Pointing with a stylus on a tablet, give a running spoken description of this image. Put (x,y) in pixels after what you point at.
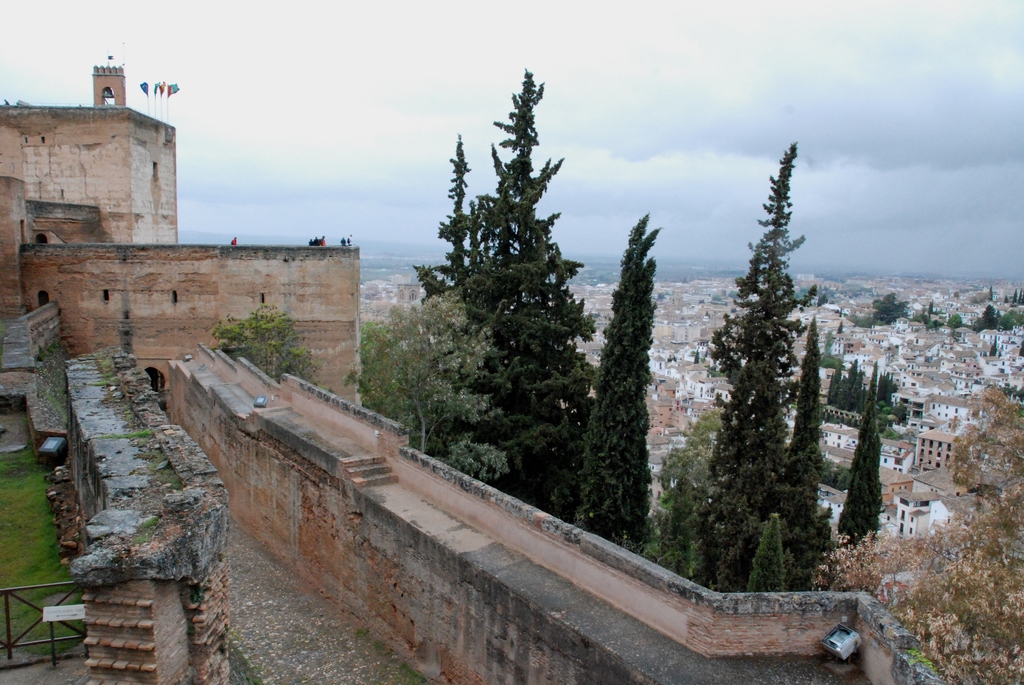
In the image there is a castle (326,398) on the left side (248,340) with trees (529,442) in front of it, on the right side (909,331) it seems to be a city (606,299) with many buildings (903,382) all over it and above its sky (488,68) with clouds (847,119).
